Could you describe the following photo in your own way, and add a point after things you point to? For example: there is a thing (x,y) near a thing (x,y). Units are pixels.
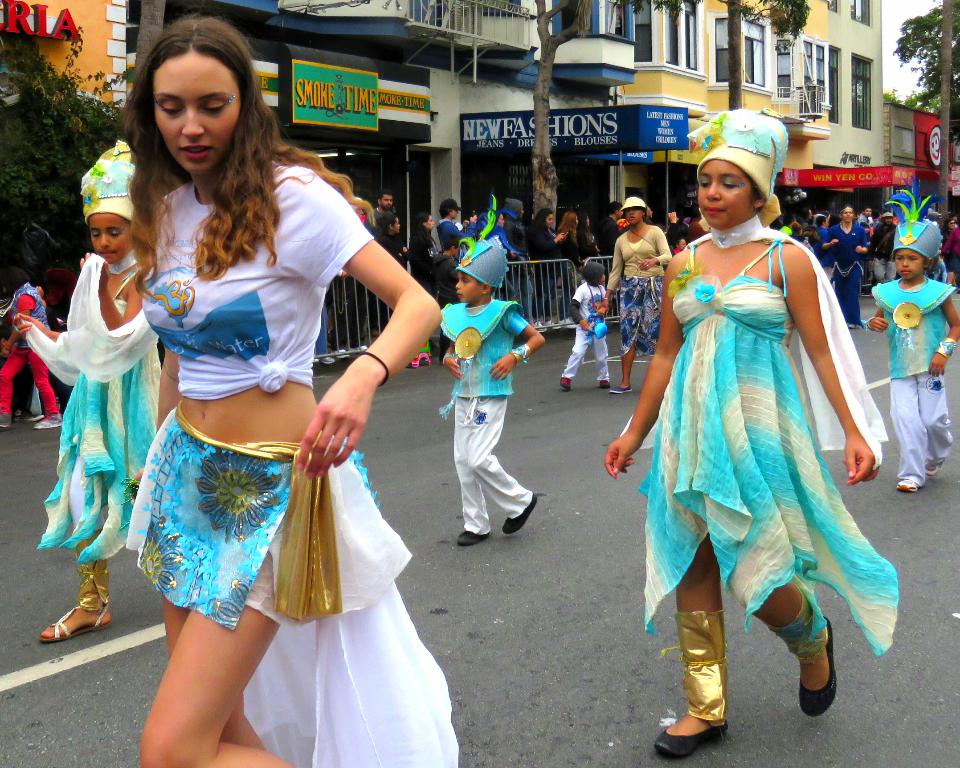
In this picture, we can see a few people (351,369), and a few (406,340) are in a costume (270,516), we can see the road (636,466), buildings (820,83) with windows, doors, stores (510,188), posters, poles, trees (940,60), plants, fencing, and the sky (897,64).
